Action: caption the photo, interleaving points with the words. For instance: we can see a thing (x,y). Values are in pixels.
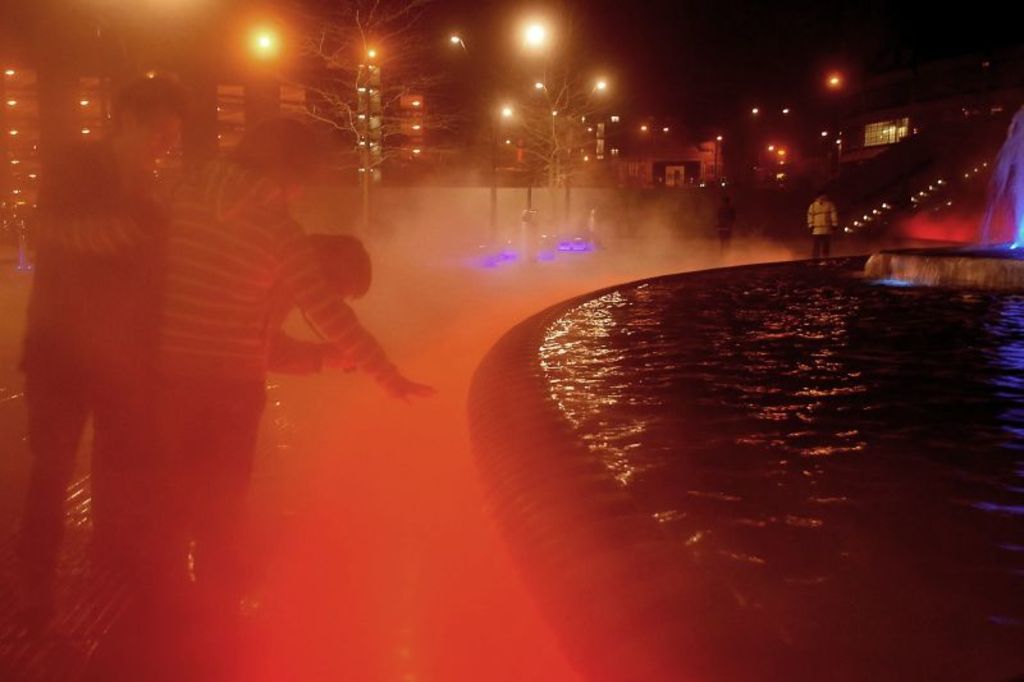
In this image we can see a water fountain (949,274) and some people (107,512) standing and we can also see light poles (509,117) and lights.
